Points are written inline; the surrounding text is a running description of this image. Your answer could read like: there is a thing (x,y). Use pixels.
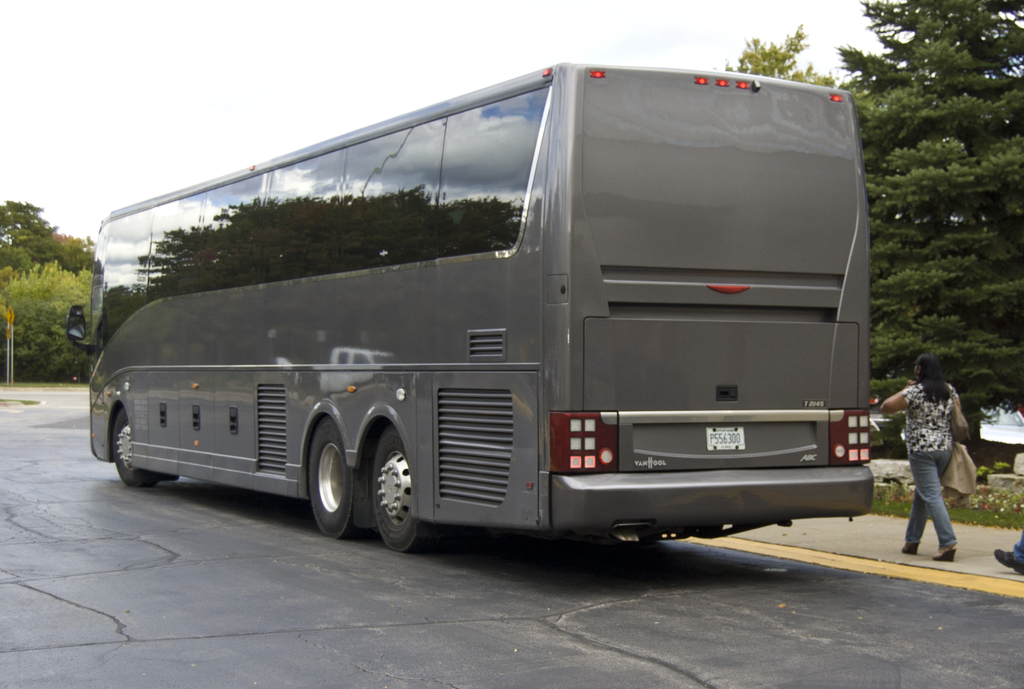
There is a bus (356,403) on the road (78,568) as we can see in the middle of this image (438,403). There is one woman (932,411) walking on the sidewalk (897,564) and holding a bag (960,451). There are trees (53,285) present behind this bus (304,366). The sky (509,69) is in the background (284,105).
